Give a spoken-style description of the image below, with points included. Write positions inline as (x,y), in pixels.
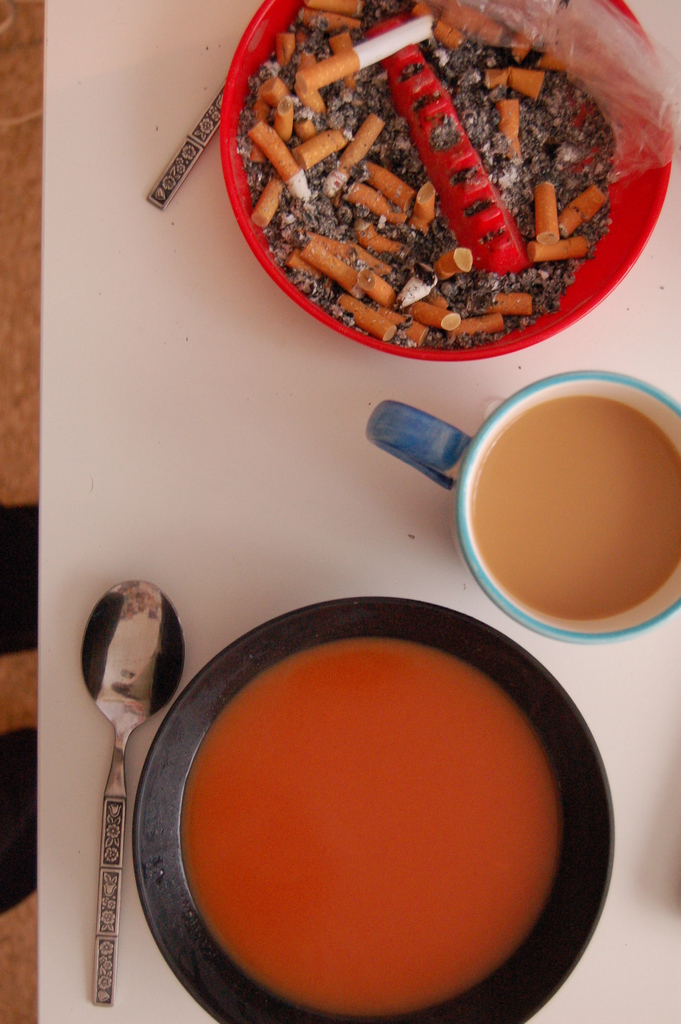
This is a top view of an image where we can see a bowl (171,757) with soup (335,866), spoons (85,659), a cup (648,412) with a drink (589,605) in it and a bowl (316,89) with cigarette ashes (523,138), which are kept on the white color table (252,331).
